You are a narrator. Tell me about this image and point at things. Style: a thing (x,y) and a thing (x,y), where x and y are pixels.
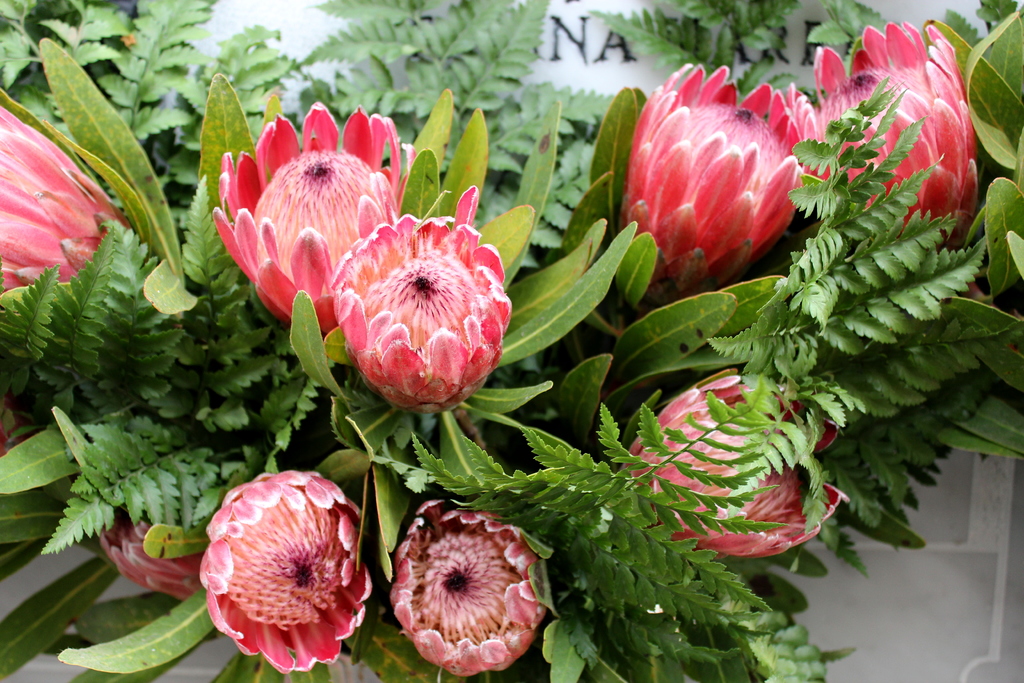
In this image we can see group of flowers (681,479) and leaves (589,412). In the background (938,521), we can see a board (737,62) with some text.
